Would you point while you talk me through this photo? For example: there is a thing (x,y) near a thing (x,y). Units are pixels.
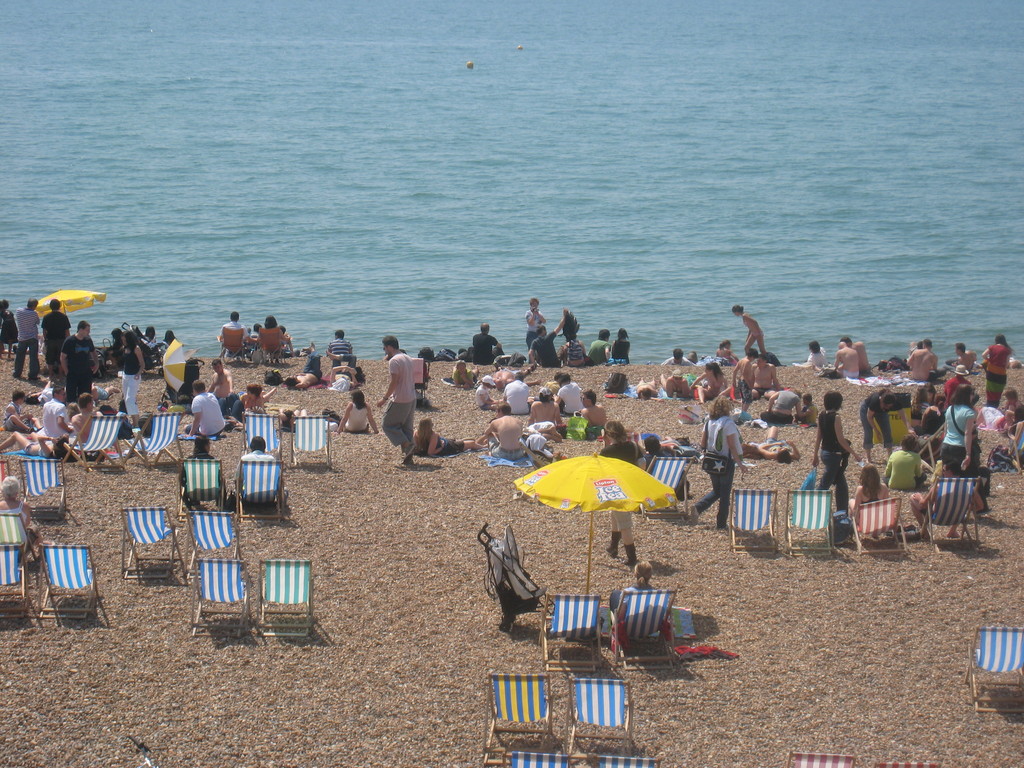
In the picture I can see people (525,438) among them some are sitting and some are walking on the ground (454,391). I can also see the water (596,228), chairs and some other things (555,473).
